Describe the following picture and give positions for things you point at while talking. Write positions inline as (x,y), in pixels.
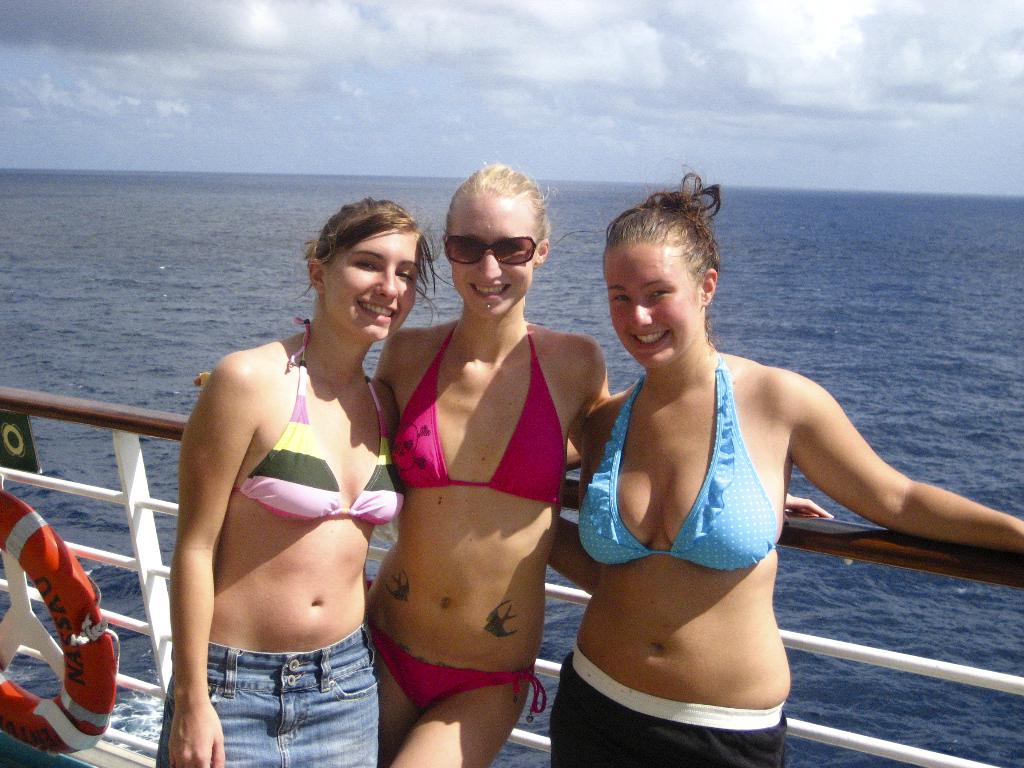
In this picture, we see three women (528,438) are standing. Three of them are smiling and they might be posing for the photo. Behind them, we see the railing (894,746). On the left side (95,586), we see an orange color tube (88,653). They might be standing in the ship (8,581). In the background (279,253), we see water (893,355) and this water (898,374) might be in the sea (844,304). At the top (383,112), we see the clouds (655,56) and the sky (494,45).
